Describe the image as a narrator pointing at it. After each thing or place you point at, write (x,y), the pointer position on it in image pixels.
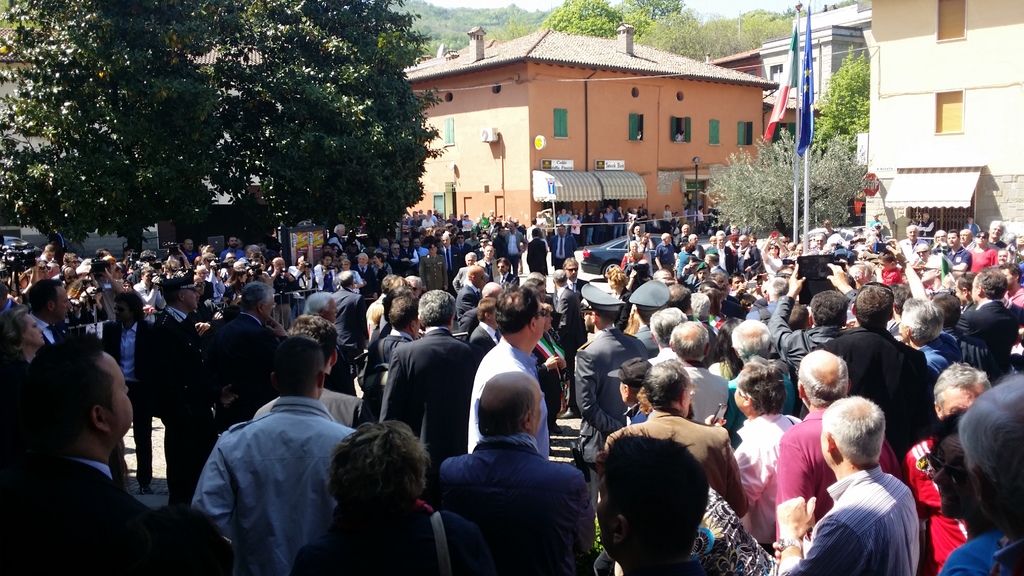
In the image there are many people (297,389) standing on the land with buildings (770,104) in the background (739,133) and trees (317,76) all over the place, there are flags (788,95) on the right side (804,132).
